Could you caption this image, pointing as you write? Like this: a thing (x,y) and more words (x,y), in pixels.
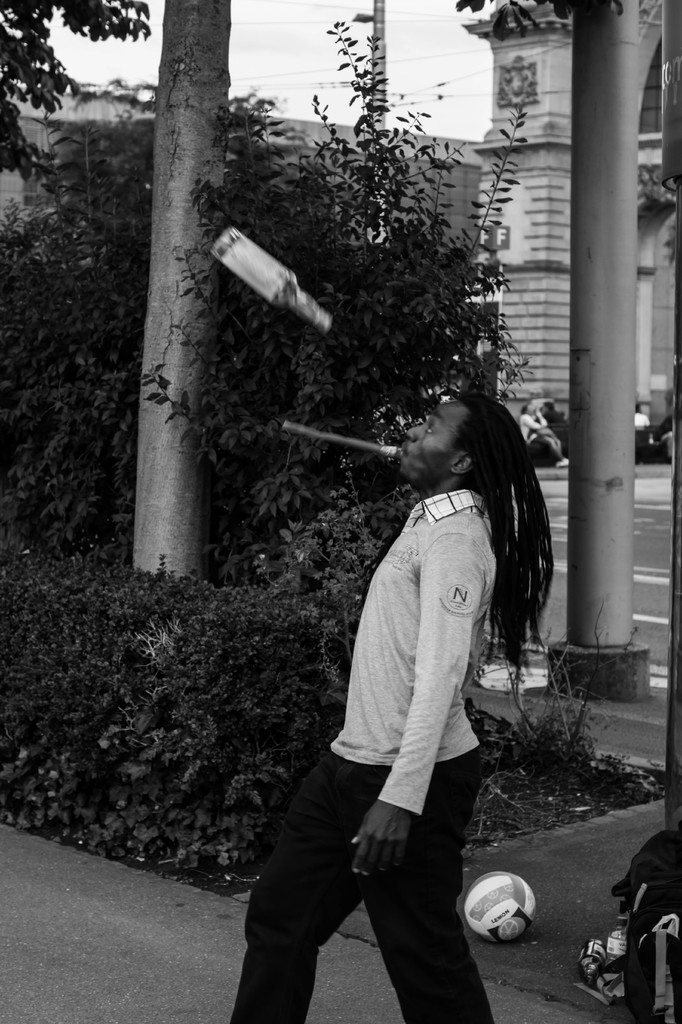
This picture is in black and white. In the center (422,433), there is a man (418,465) holding an object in the mouth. Before him, there is a bottle (234,260) in the air. At the bottom (497,912), there is a ball (473,930) and a bag (656,943). In the background (324,466), there are plants (352,326), trees (182,184), pillars (611,260), building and a sky (347,21).
